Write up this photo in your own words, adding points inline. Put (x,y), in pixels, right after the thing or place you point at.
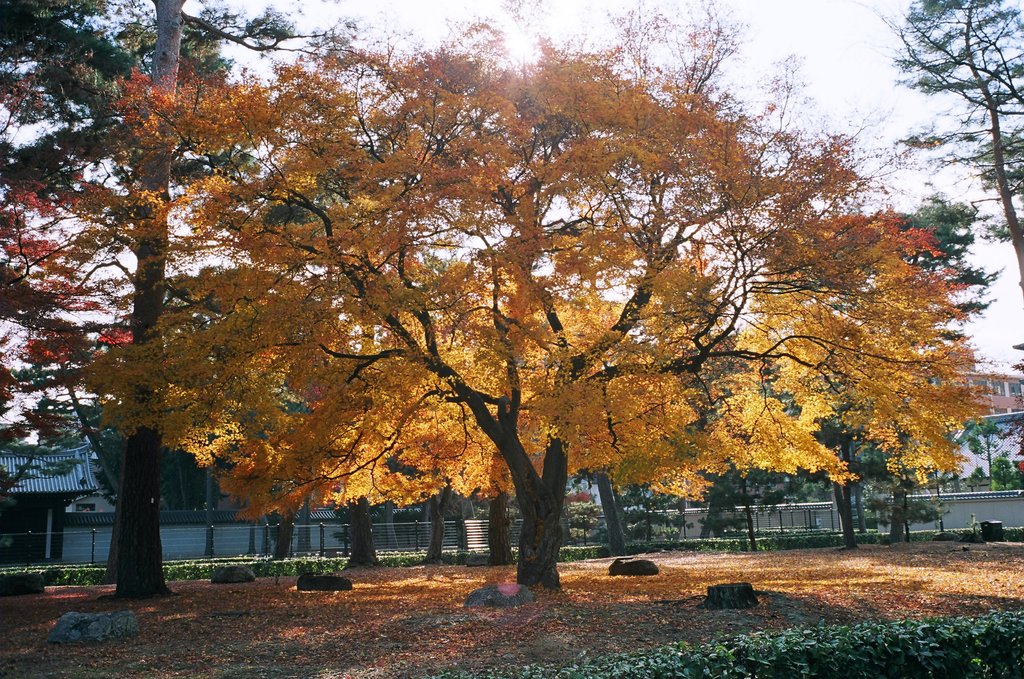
In this picture I can see so many tree (538,192), behind we can see some houses (82,491) and buildings (88,468).
